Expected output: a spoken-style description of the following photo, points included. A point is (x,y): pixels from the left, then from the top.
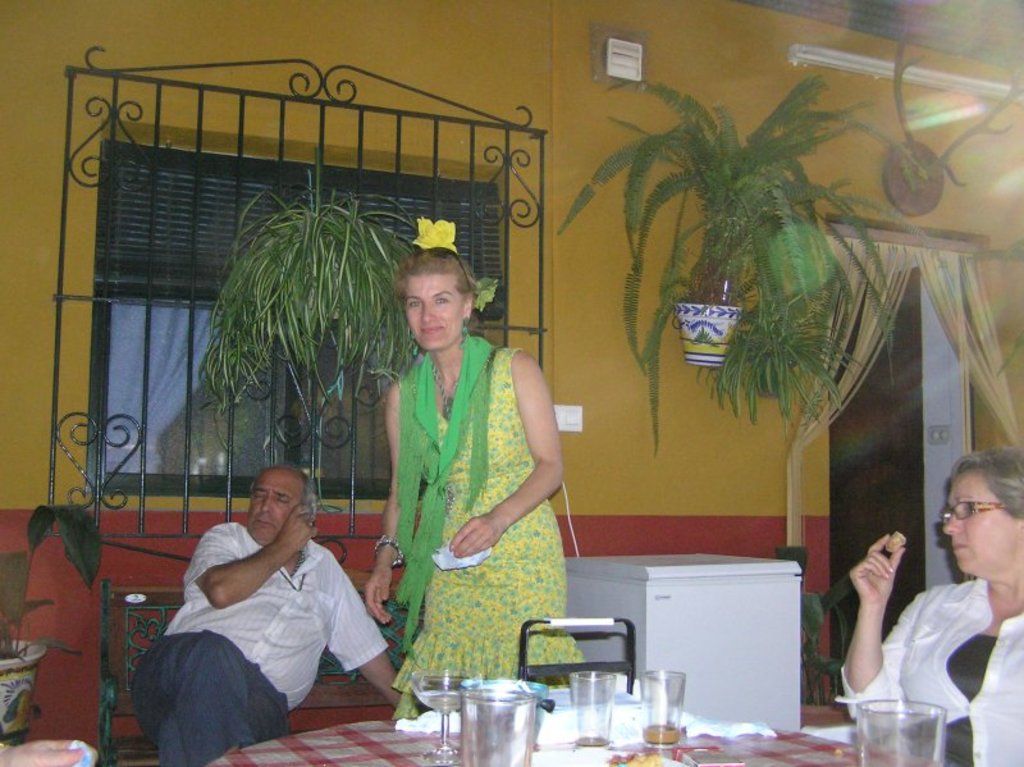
A picture outside of a house (1016,239). This is window (336,371). On wall (800,68) there is a plant (725,237). On top (798,54) there is a bulb (891,71). This woman (479,375) is standing and holding a paper (459,558). This person (311,534) is sitting on a bench (138,617). On this table (402,731) there are glasses (897,713). This woman (993,668) is sitting on a chair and wore spectacles (969,511). This is fridge (711,580) in white color. Beside this person (288,611) there is a plant (6,672).
